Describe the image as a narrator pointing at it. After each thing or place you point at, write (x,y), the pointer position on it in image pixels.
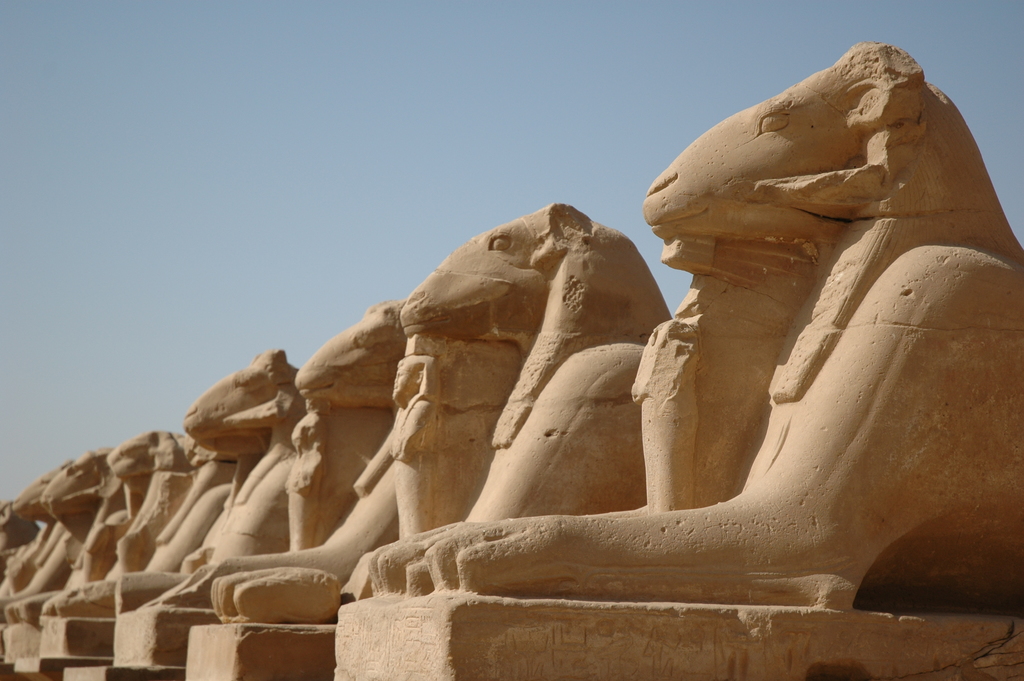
In this picture we can see few statues (531,266).
